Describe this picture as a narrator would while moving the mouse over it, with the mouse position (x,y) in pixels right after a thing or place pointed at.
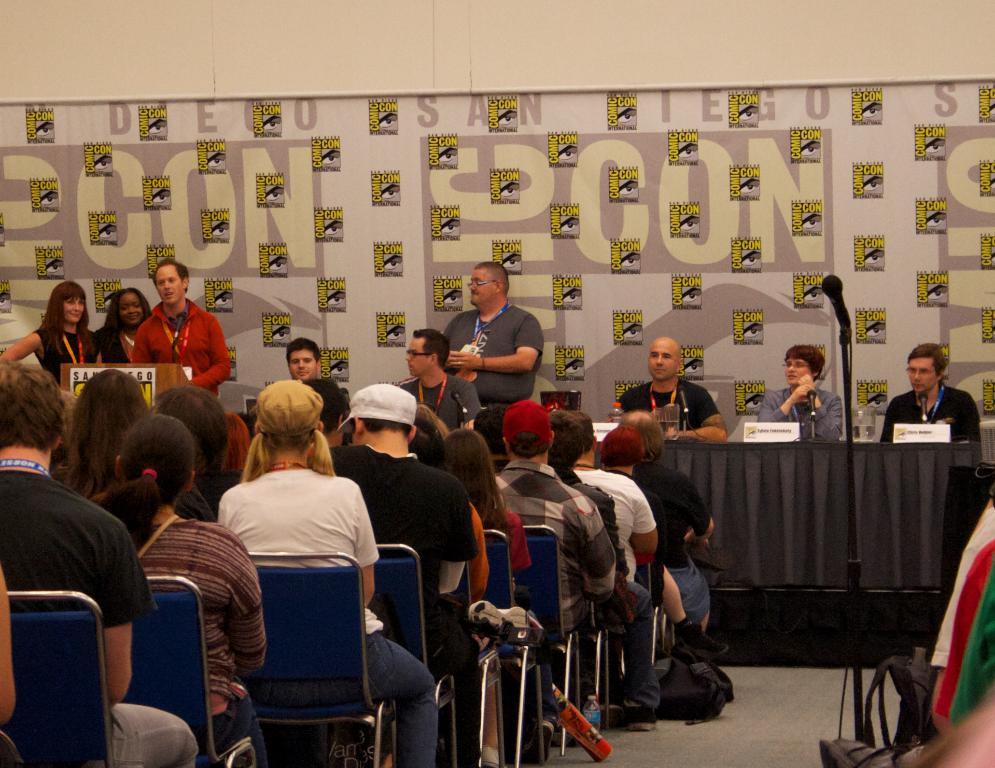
In this image we can see some group of persons (214,557) sitting on chairs (85,649) and in the background of the image (913,405) there are some persons (791,422) sitting on chairs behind table (805,506) which is covered with black color cloth (821,470), there are some name boards (929,435), water bottles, microphones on the table (747,464) on the left side of the image (112,335) there are three persons (152,333) standing behind wooden podium (155,369) and in the background (466,143) there is white and cream color sheet (362,166).
